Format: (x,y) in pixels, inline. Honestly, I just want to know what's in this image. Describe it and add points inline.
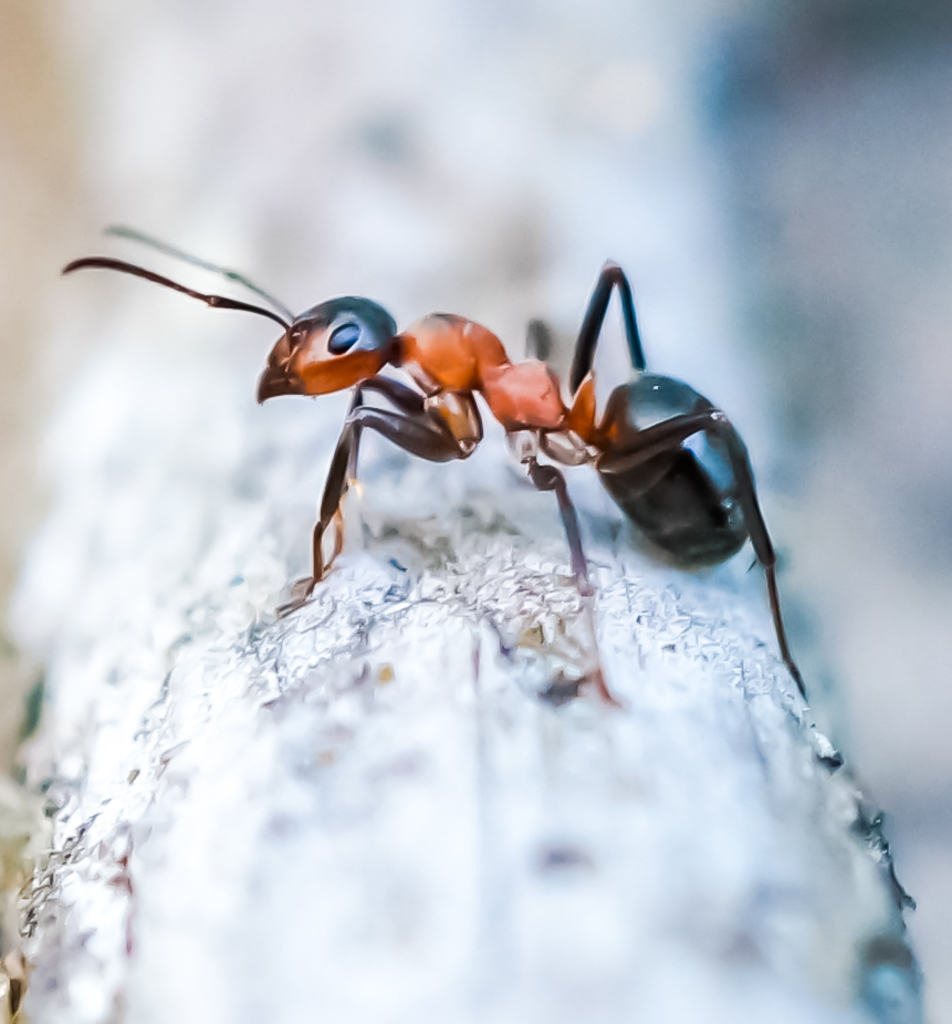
In the middle of this image (454,374), there is an ant (318,359) having legs (680,428) on a wooden surface (595,588). And the background (830,281) is blurred.
